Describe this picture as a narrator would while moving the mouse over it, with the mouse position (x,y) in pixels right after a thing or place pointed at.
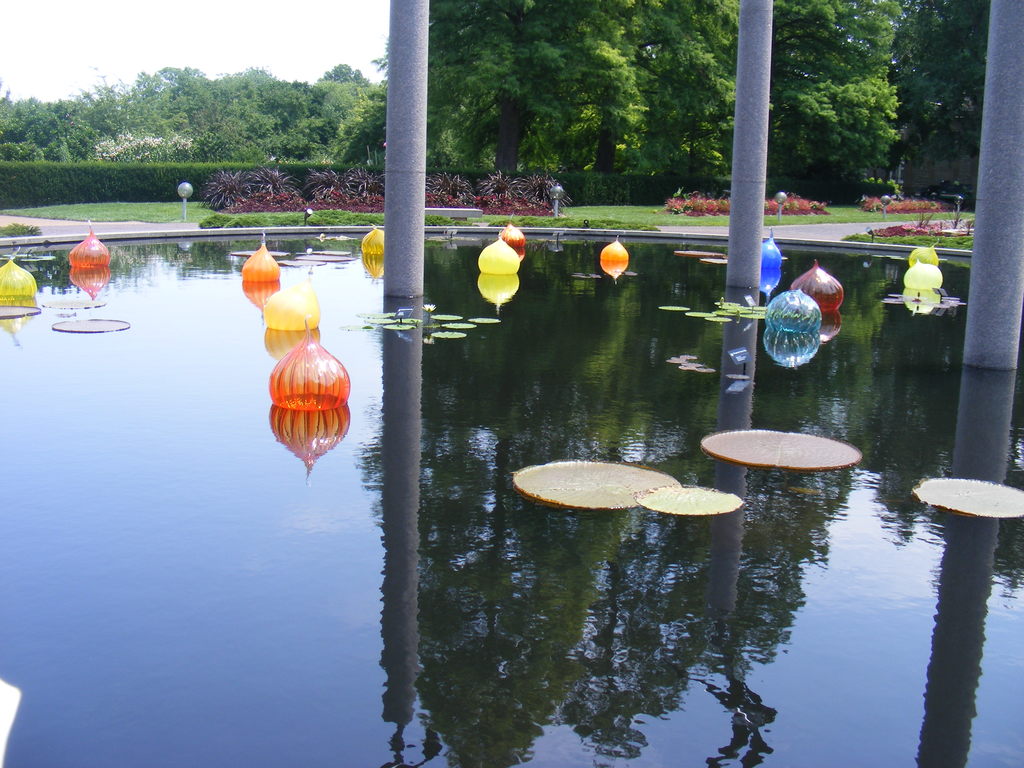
In this image we can see decoration balloons (828,277) and lotus leaves (639,491) are floating on the water (263,591). Here we can see the poles (981,215), shrubs (25,171), grass (165,210), light poles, trees (281,97) and sky (105,70) in the background (256,76).
